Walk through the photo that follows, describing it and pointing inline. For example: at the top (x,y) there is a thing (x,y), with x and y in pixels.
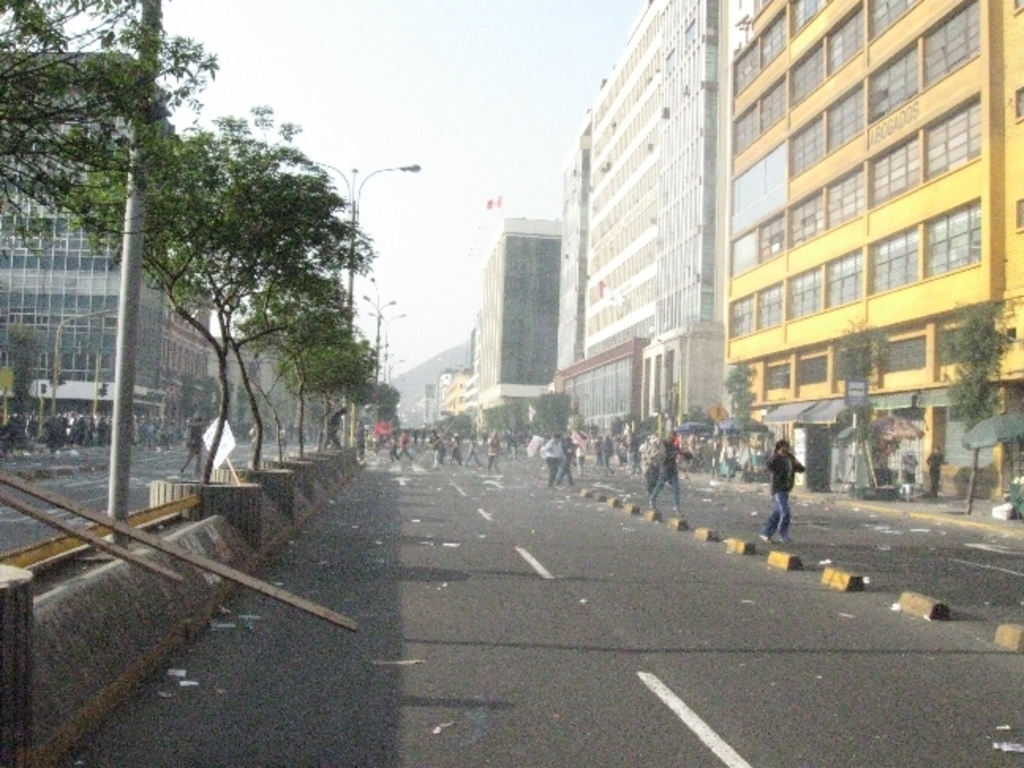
This picture describes about group of people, in the background (506,385) we can see few poles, lights (405,167), buildings (742,323) and trees (323,297).
